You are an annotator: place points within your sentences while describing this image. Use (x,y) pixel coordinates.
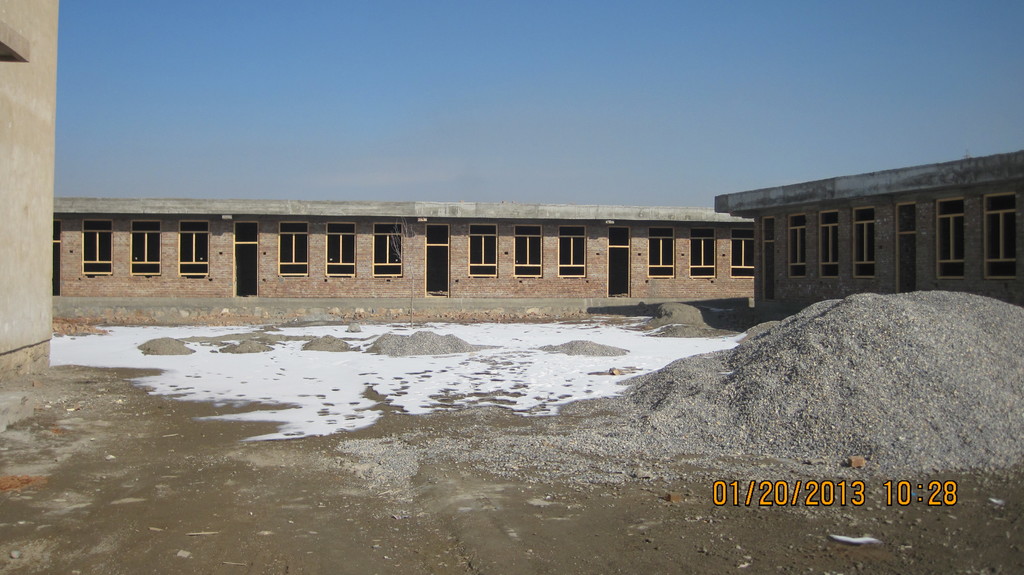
This is the picture of a place where we have some houses (376,298) to which there are some windows (196,264), doors (614,295) and also we can see some rocks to the side.
